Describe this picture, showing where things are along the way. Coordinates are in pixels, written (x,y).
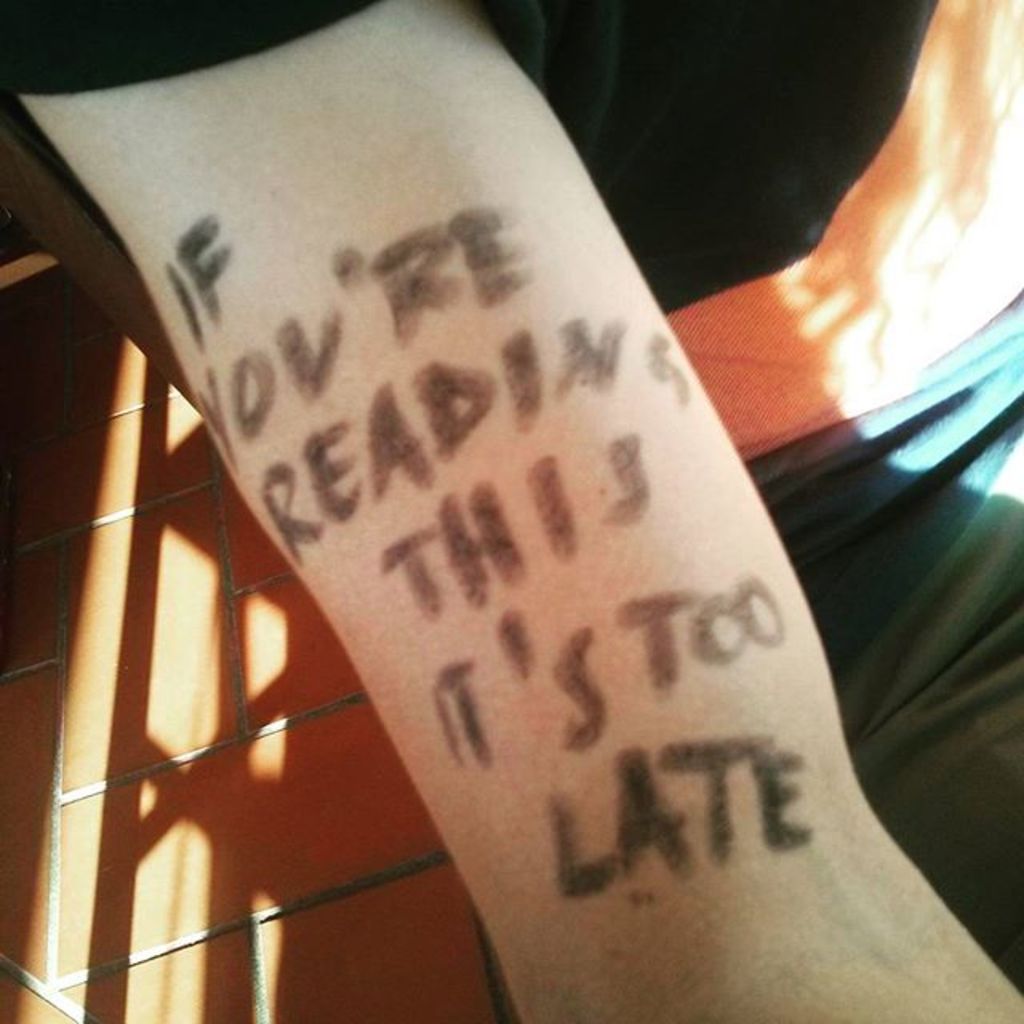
In this image, we can see a person hand (616,257) contains some text (464,425).
